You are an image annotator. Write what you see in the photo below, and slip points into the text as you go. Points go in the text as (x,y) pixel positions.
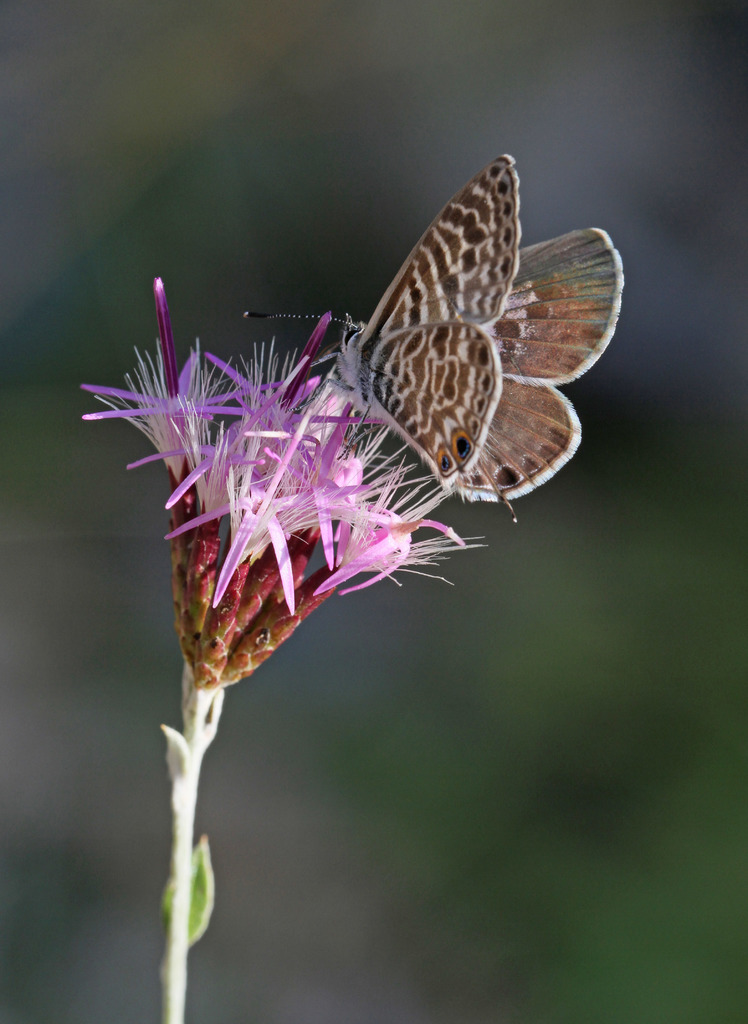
In this image I can see a butterfly (485,299) which is brown, white and cream in color on a flower (271,413) which is pink, cream, red and white in color and I can see the blurry background (6,490).
